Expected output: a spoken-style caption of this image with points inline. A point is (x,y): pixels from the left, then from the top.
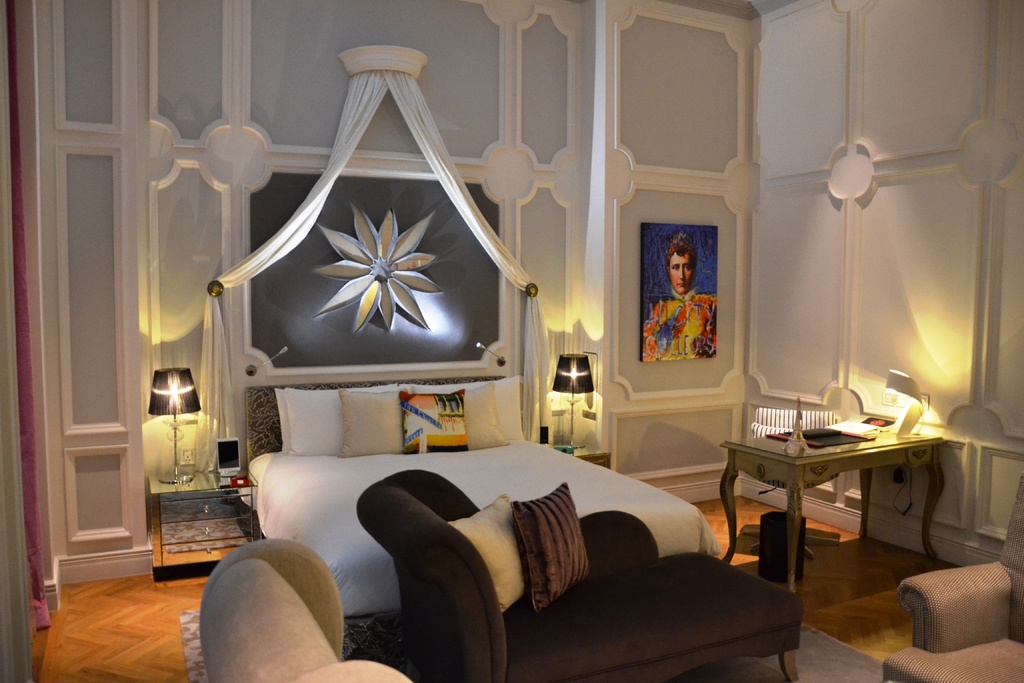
In this picture we can see the inside view of the bed room (361,546). In the front (363,493) there is a bed (514,471) with some pillows (314,432). Beside there is a mirror table (197,503) with table light (181,433). In the front (474,624) there is a big relaxing chair (613,615) with pillows (570,574). On the right side (782,447) we can see a study table (815,458). In the background (713,295) there is a hanging photo frame (666,357) on the craft wall (251,55).
